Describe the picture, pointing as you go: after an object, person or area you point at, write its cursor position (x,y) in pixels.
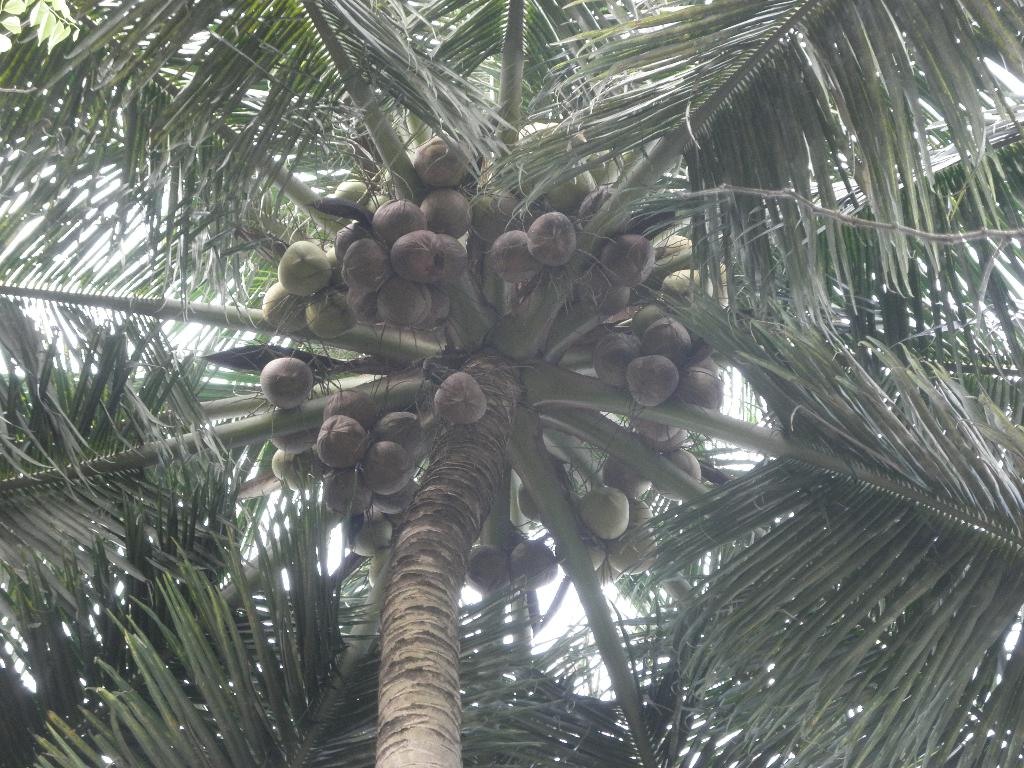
In this image I can see a coconut tree (385,645) which is green and brown in color and few coconuts (455,394) to the tree (389,163) which are brown and green in color. In the background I can see the sky (652,505).
